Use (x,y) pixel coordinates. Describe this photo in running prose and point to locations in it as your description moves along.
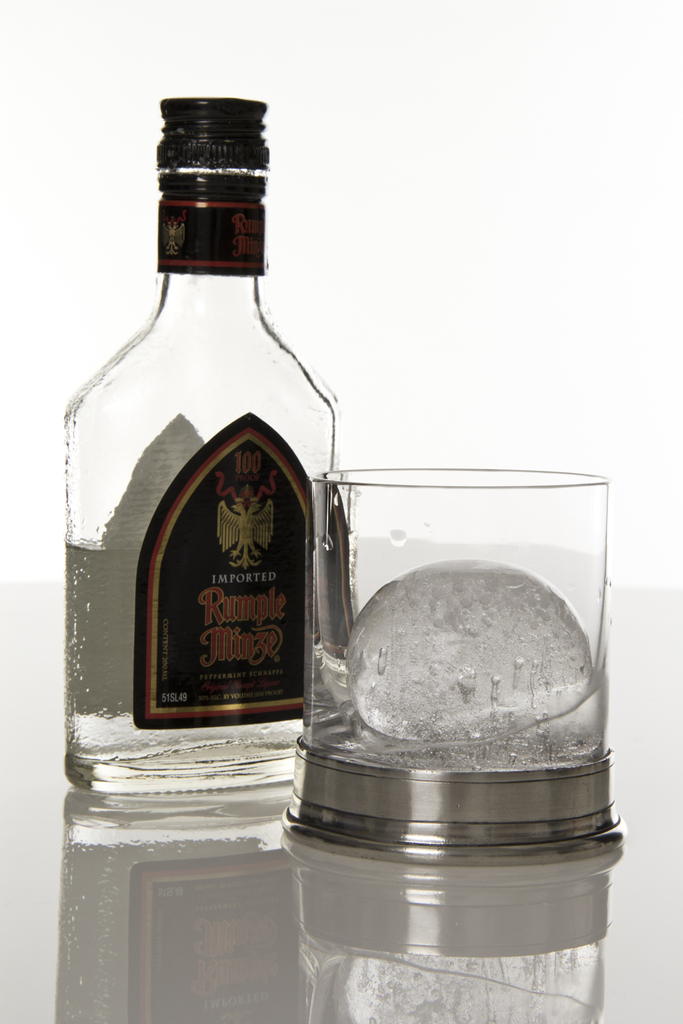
On a table (497,950) there is a bottle (271,417) and glass (577,514) with ice cube (471,588).
